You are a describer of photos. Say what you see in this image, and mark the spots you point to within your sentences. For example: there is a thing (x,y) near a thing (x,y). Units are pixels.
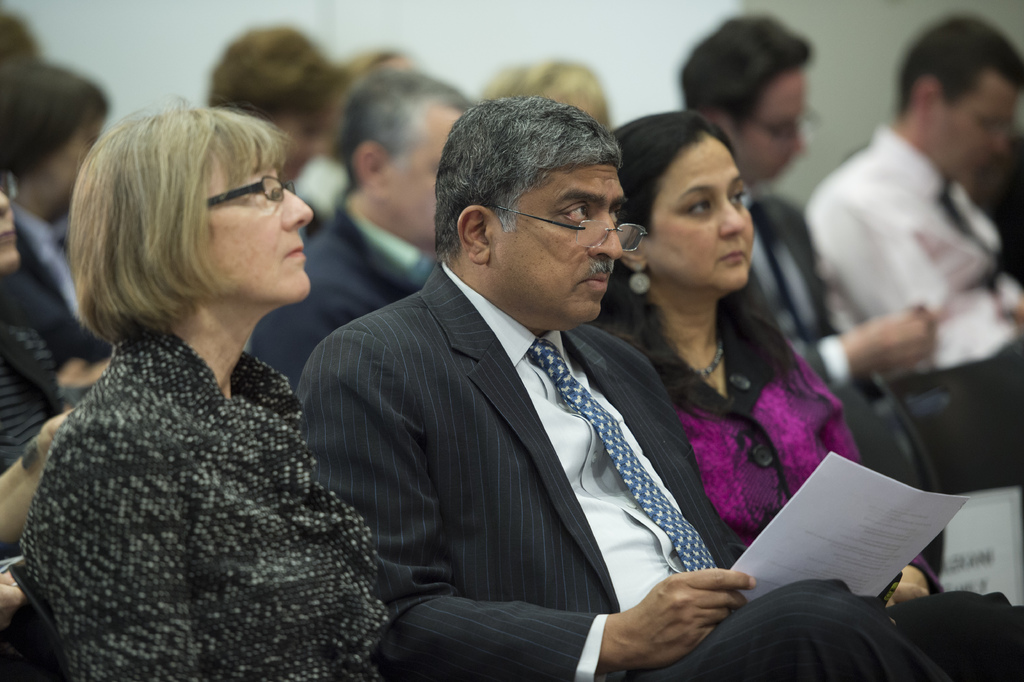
In the foreground of this image (650,662), there are two women (738,460) and a man (574,503) wearing suit (682,482) is holding papers (845,551) in his hands (703,603) and they three are sitting on the chairs (31,586). In the background (499,48), there are persons (940,212) sitting and a white wall (133,33).
